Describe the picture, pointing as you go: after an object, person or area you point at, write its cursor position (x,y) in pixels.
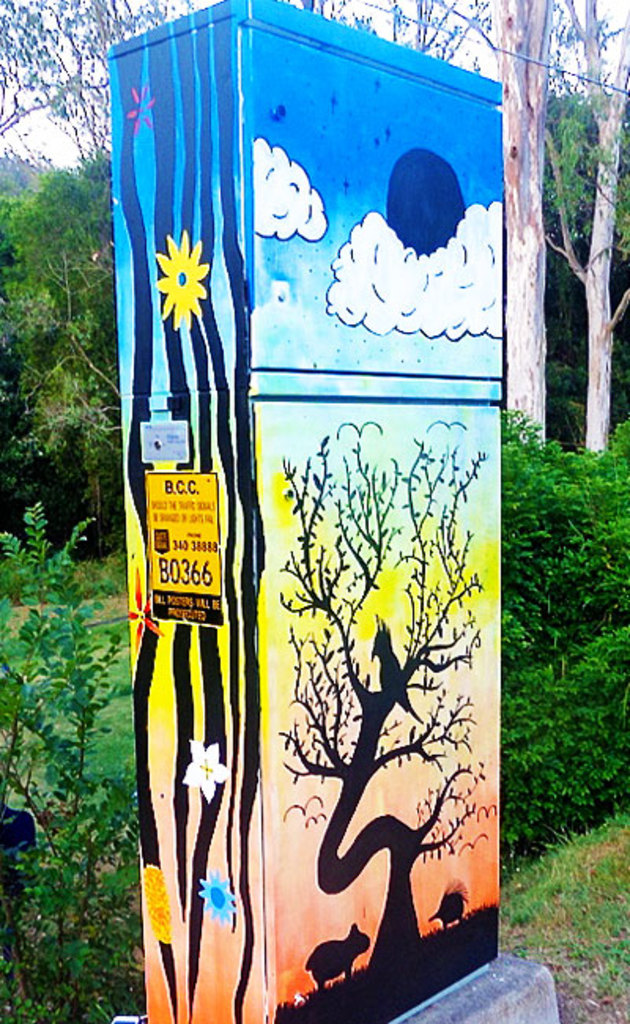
In this image I can see an object (350,531) on which I can see a painting (323,379) in which I can see a tree (361,837), a bird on it, few animals (357,940) on the ground (464,920), the sky (367,434), few clouds (478,280) and few flowers (197,289) which are white, yellow and blue in color. I can see a yellow and black colored poster (207,507) attached to it. In the background (96,690) I can see few trees (557,317) and the sky (474,8).
